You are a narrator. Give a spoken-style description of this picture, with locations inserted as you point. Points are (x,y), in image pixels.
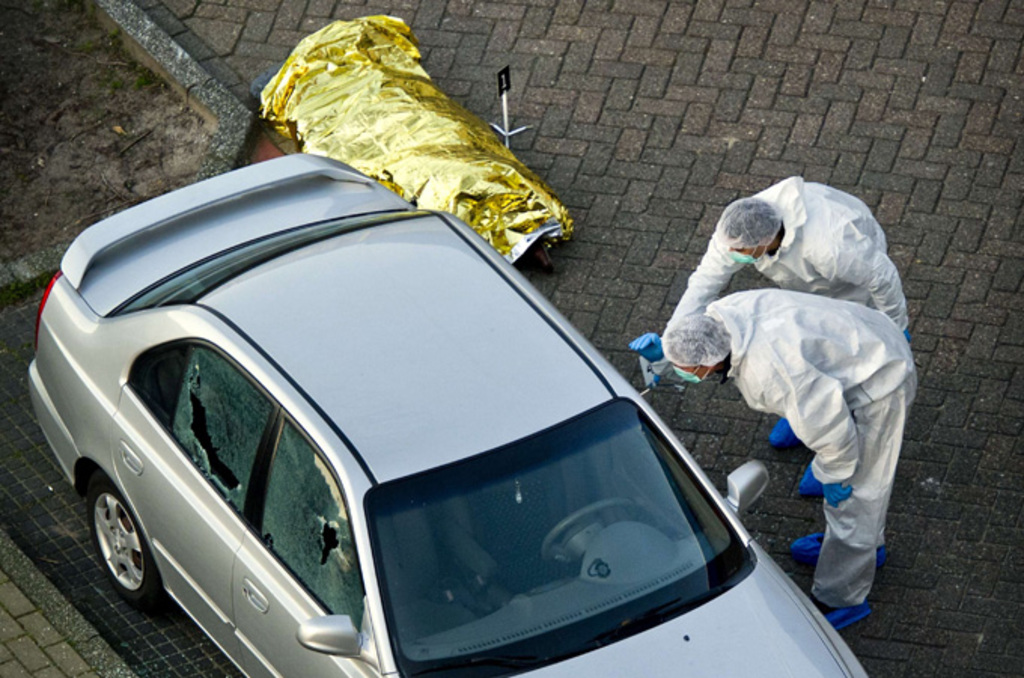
In this picture there is a silver color car (829,633) parked on the cobblestones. Beside there are two man (859,509) wearing white dress (748,389) looking to the car (519,366). Behind there is a golden color cover (381,111) placed on the floor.
